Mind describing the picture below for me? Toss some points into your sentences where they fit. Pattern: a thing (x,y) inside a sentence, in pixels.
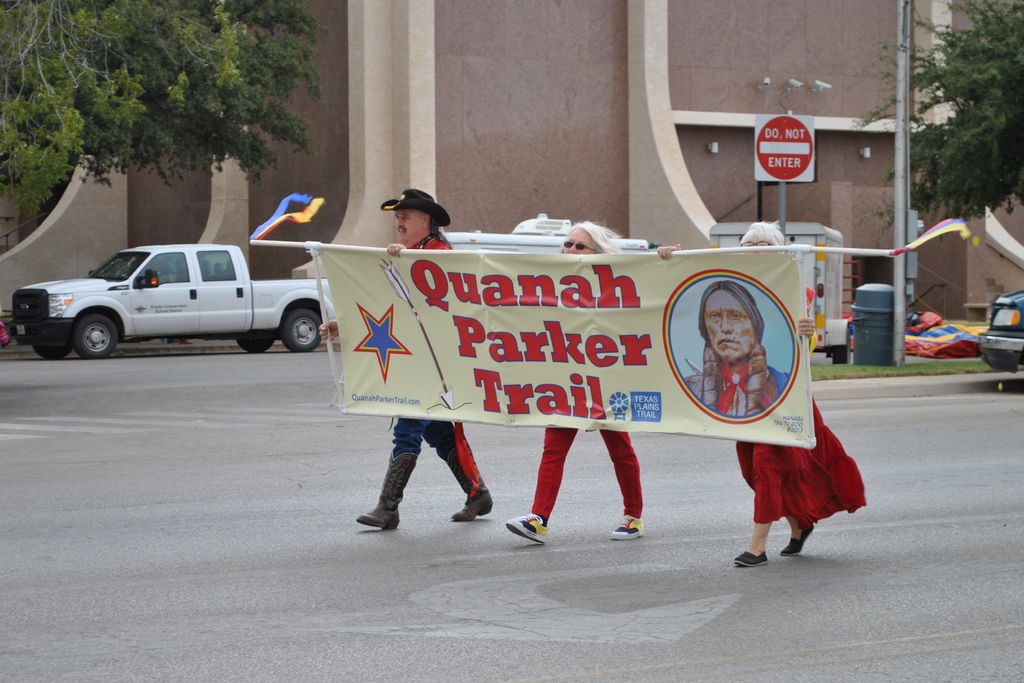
In this image we can see three persons (769,457) standing on the ground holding a banner (761,340) with text (500,334). On the left side of the image (168,304) we can see car (116,308) placed on the ground (496,500). In the background (617,47), we can see a building (488,76), group of trees (925,191), a sign board (779,170) and two vehicles (836,288).
